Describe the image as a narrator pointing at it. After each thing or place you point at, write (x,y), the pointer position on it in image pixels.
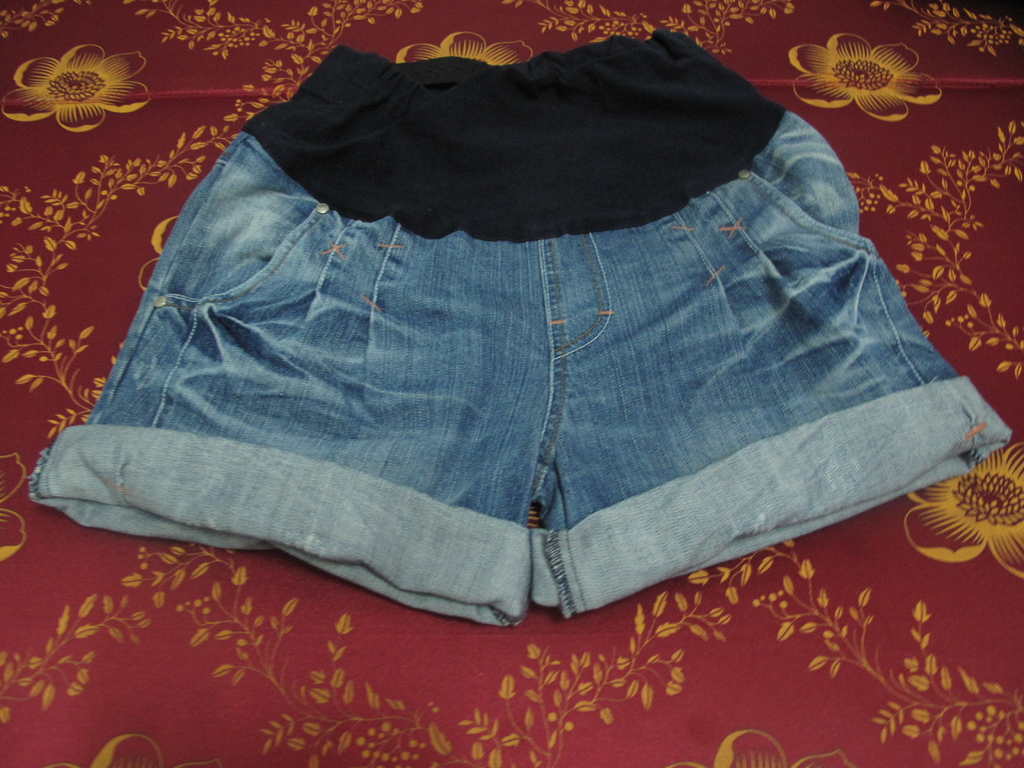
In this picture we can see a denim short (297,93) on the surface (855,58).
